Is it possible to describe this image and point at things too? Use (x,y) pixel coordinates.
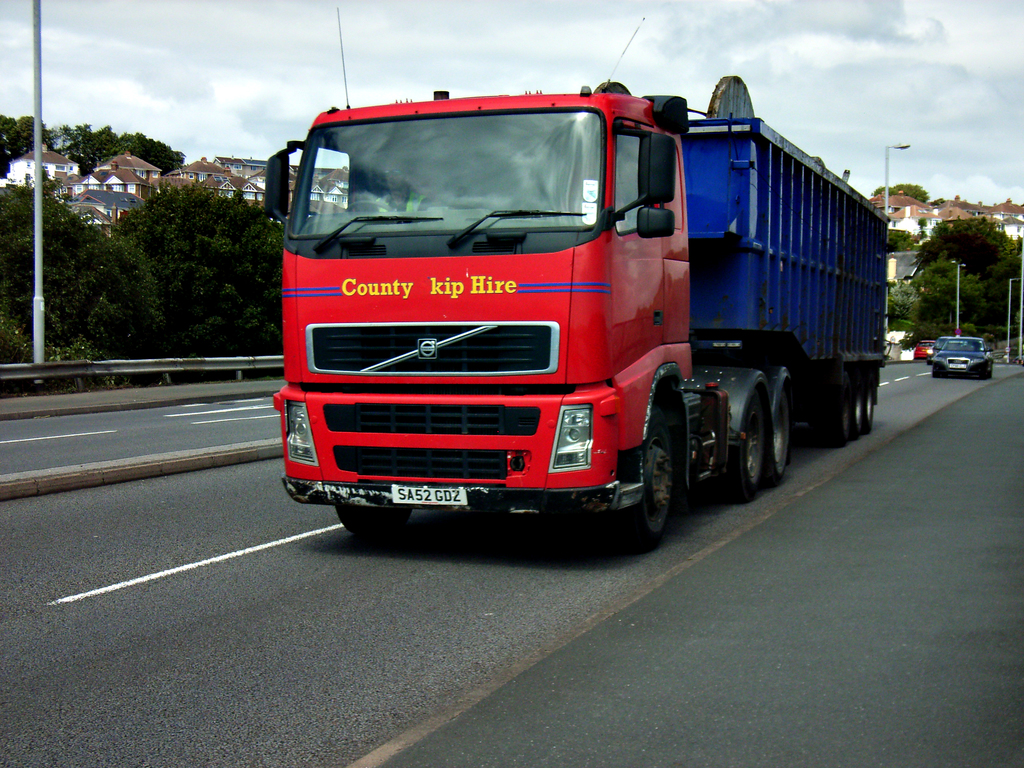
In this image, we can see a truck (614,403) is moving on the road (261,652). Here we can see a person (398,195) is inside the vehicle (420,214). Background (1008,272) we can see trees (23,252), houses (971,212), poles (41,260), vehicles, road (58,426). Top of the image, there is a cloudy sky (1019,191).
